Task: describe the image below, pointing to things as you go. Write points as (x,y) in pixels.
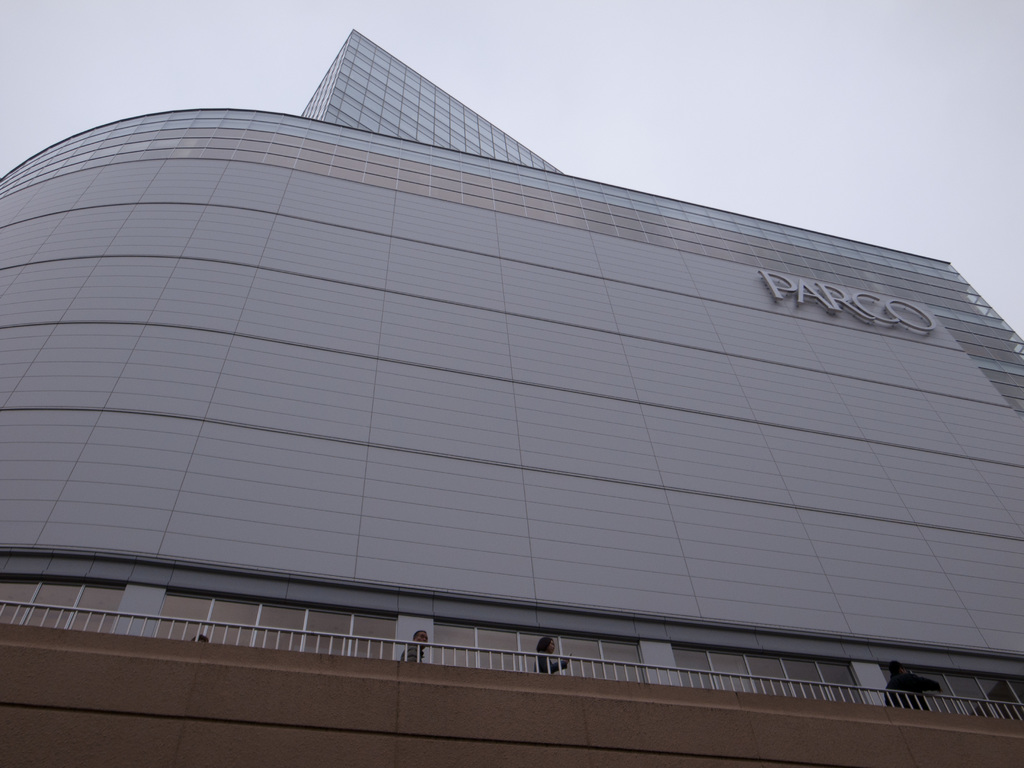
In this image we can see a group of people (927,687) standing on the ground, metal railing (795,689). In the background (474,450), we can see a building (487,339) with some text (860,297) and the sky (772,134).
